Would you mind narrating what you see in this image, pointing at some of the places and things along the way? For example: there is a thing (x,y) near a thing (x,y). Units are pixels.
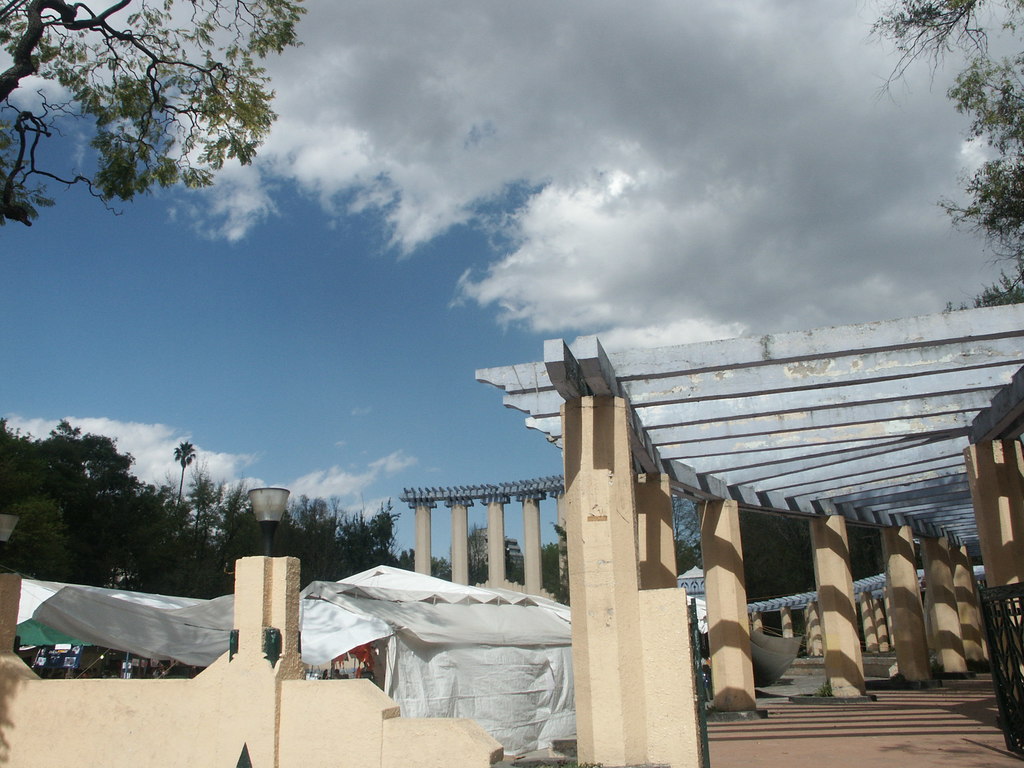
In this picture I can observe white color tent (360,622). There are cream colored pillars (619,594) on the right side (852,581). I can observe some trees (167,524) in this picture. In the background (570,99) there are clouds (441,194) in the sky (382,266).
